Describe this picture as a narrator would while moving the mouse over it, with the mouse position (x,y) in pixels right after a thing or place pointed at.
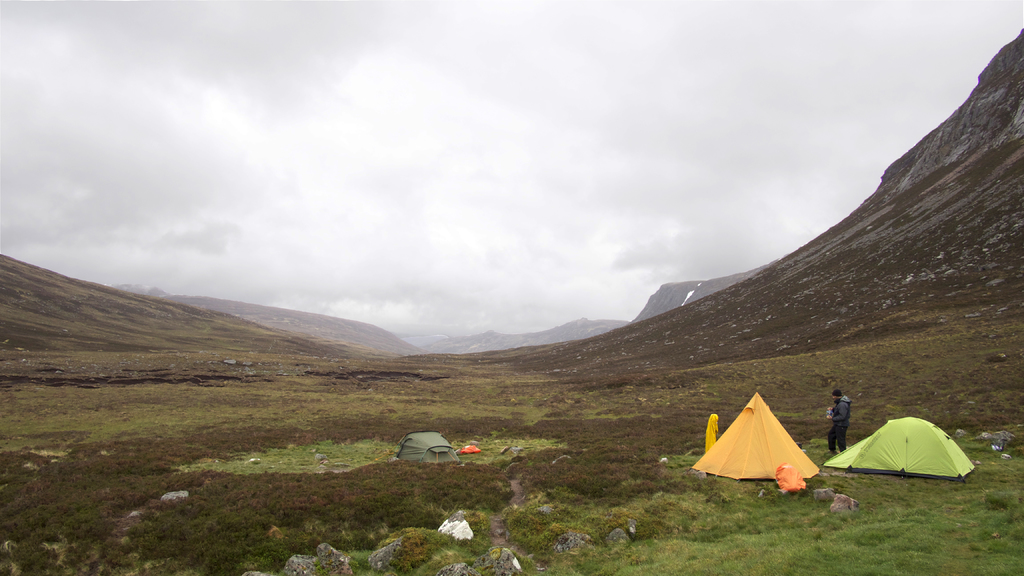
As we can see in the image there is a man (840,429), tents (742,465), grass (600,485) and hill (841,242). On the top (517,101) there is a sky (287,97).
